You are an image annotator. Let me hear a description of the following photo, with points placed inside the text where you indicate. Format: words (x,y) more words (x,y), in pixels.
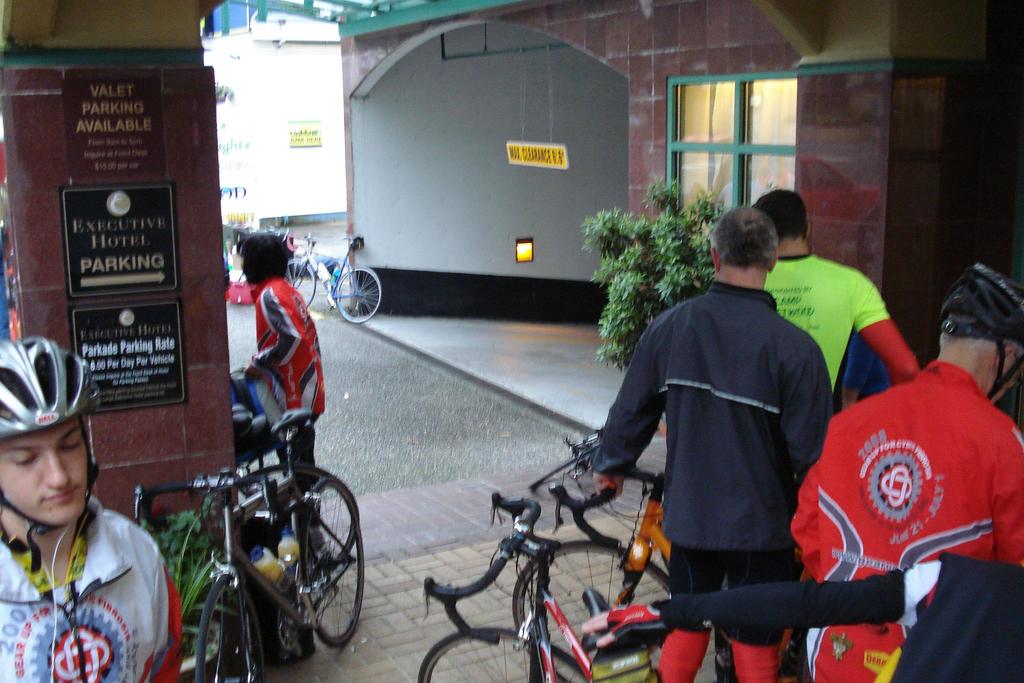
Outside a building (636,125) there are few boys (711,464) and there are many cycles (311,506) around them, in the front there is a plant (650,247) in front of the window (720,129) of the building (724,109) and there is a pillar (211,339), there are parking boards (174,326) attached to that pillar (226,430).
